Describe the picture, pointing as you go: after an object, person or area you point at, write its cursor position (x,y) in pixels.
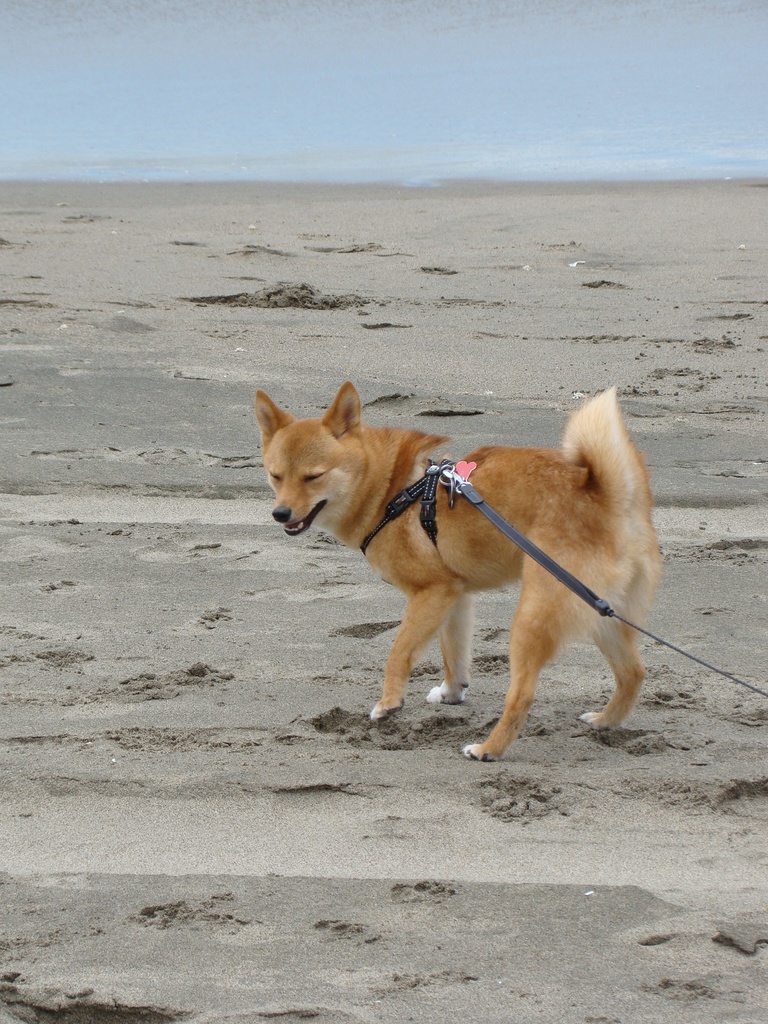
In this image, we can see a dog (539,530) with a belt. We can see the ground (156,984) and some water (550,151).
